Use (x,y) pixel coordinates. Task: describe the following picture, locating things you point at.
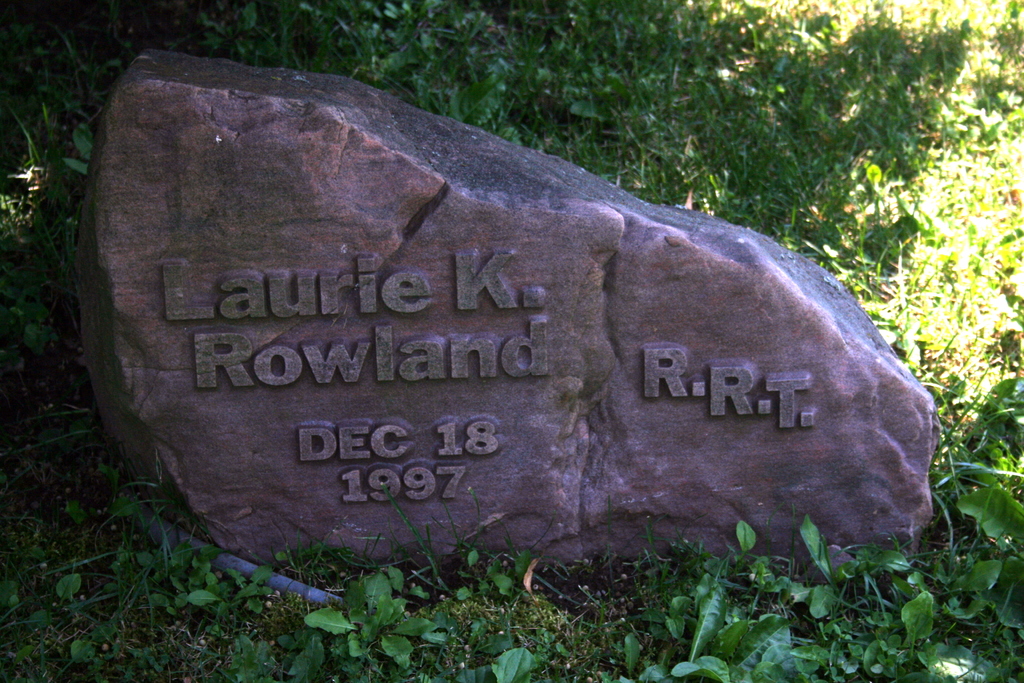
There is a monument (815,423) on which there are some texts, on the ground (119,475). Beside this monument (655,476), there are plants (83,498), a pipe (252,566) and grass (937,172) on the ground (47,532). In the background (946,217), there are plants (942,188) on the ground (918,123).
